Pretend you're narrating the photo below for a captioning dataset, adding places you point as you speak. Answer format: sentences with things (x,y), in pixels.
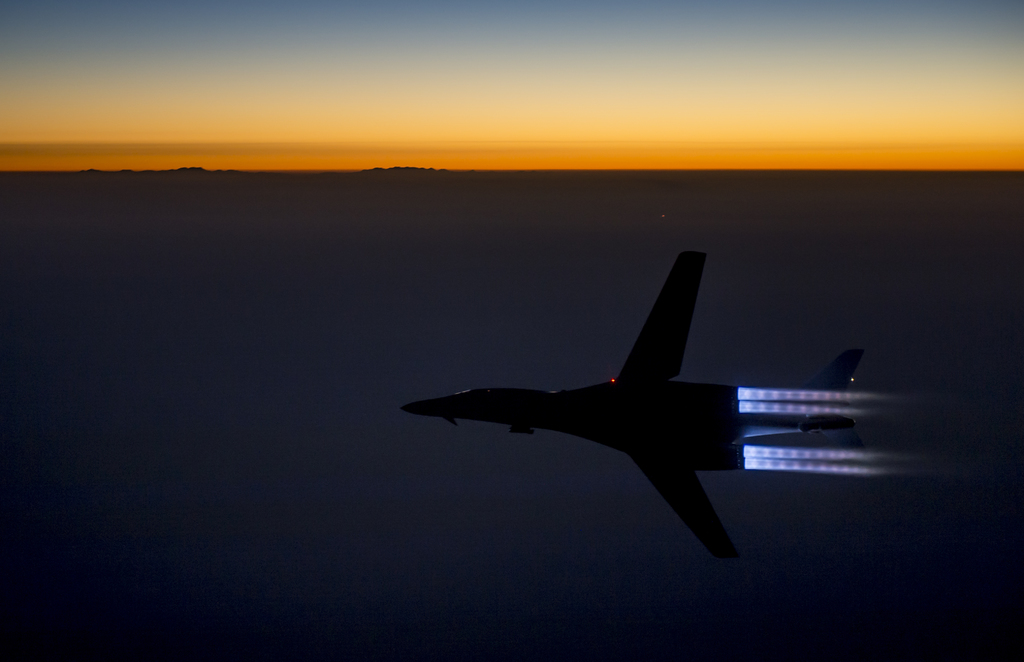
In this picture we can see a jet plane (544,419) in the air (566,456).
